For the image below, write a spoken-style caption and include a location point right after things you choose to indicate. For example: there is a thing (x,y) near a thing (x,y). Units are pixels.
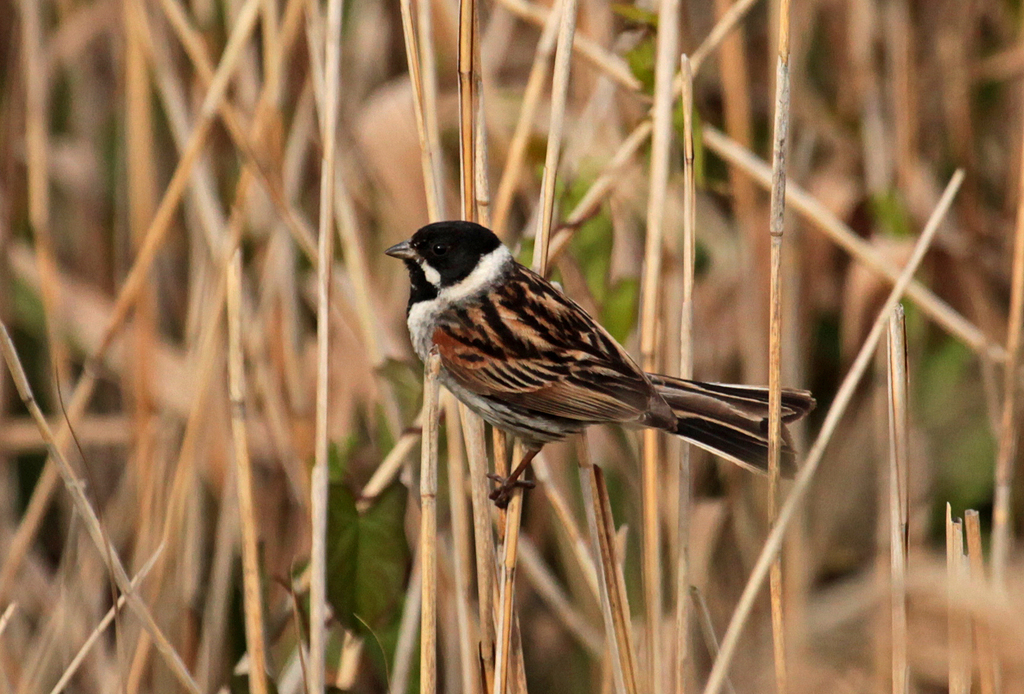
In this image there is a bird (474,303) standing on dry sticks (428,419).
